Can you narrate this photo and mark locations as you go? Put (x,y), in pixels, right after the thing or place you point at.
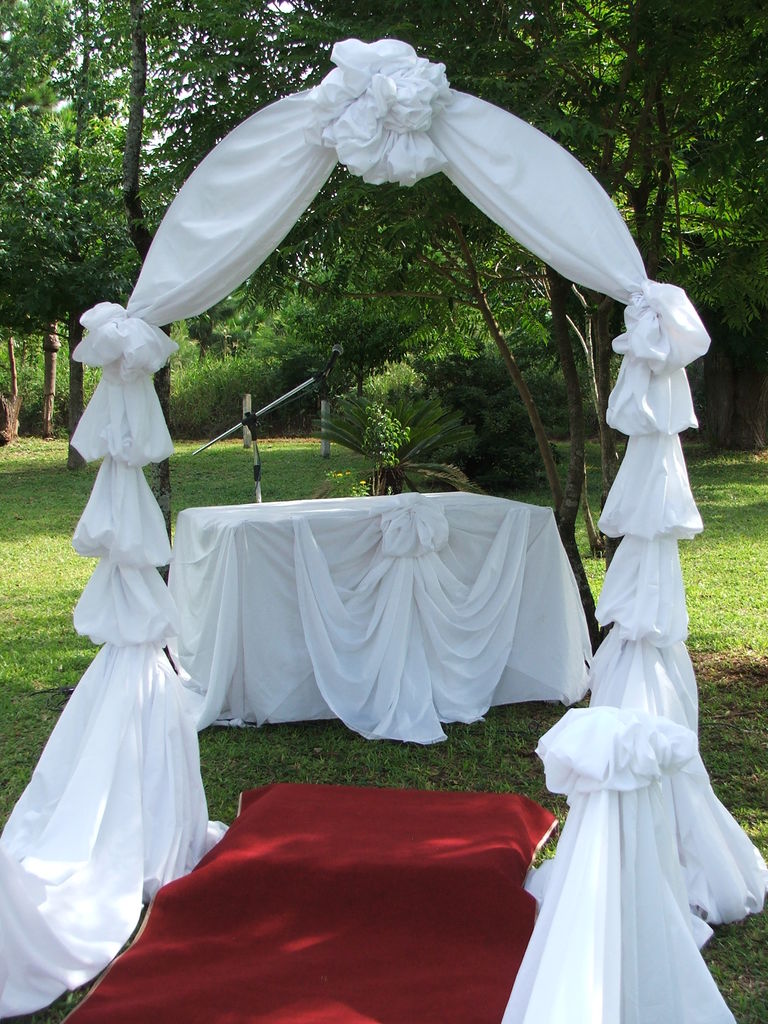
In the image we can see carpet (155,993) and banner (606,593) and table (578,645). Behind the table (578,655) there are some plants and trees (26,124) and grass (706,492).
